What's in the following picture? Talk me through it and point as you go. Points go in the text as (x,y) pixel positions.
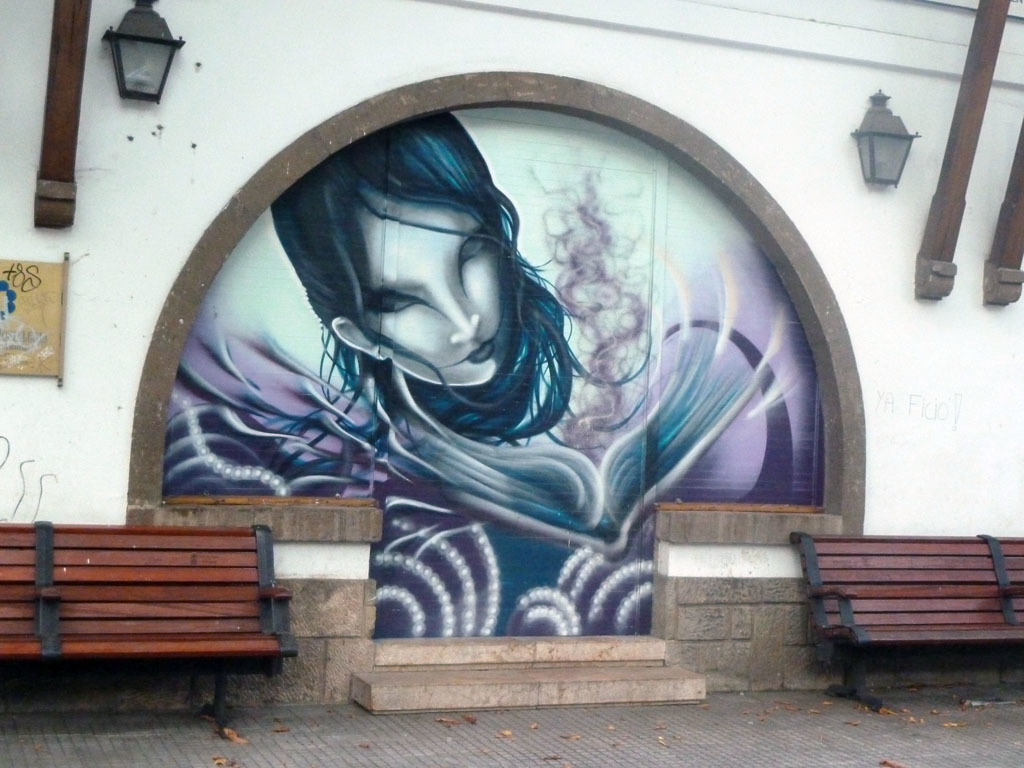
In this image I can see 2 benches (918,626) on the either sides. There are 2 lamps (876,118) on the wall (976,194) and a painting (473,217) in the center (418,450).
